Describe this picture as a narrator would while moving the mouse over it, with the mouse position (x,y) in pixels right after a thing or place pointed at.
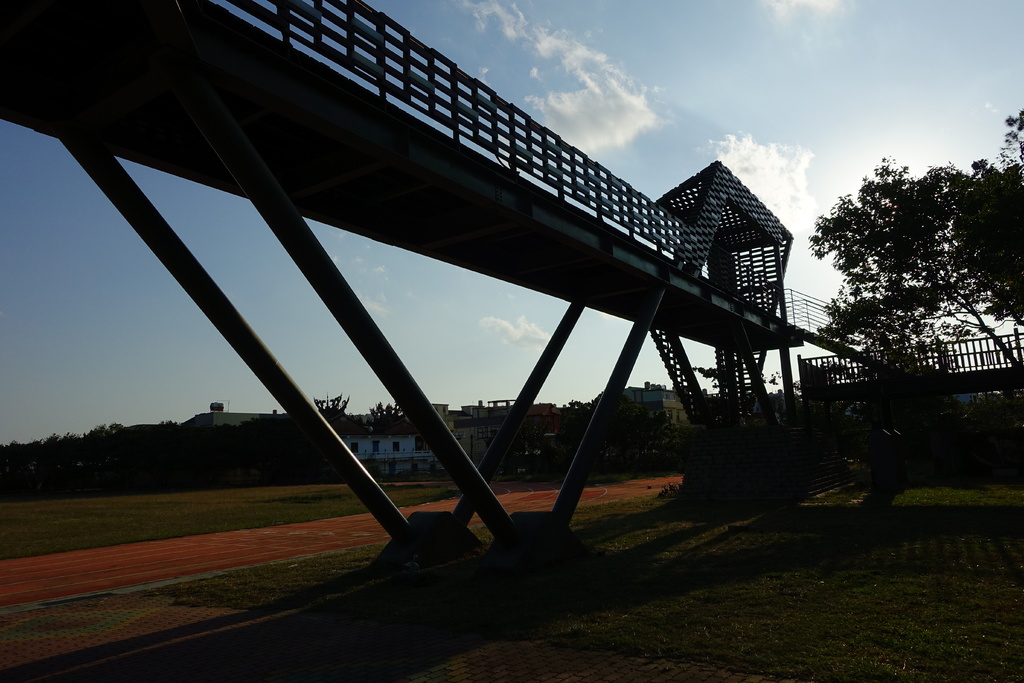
In this image we can see there is a bridge (669,370). On the right side of the image (892,288) there is a tree (908,291). In the background of the image (435,462) there are buildings (408,434), trees (92,441) and the sky (232,366).
